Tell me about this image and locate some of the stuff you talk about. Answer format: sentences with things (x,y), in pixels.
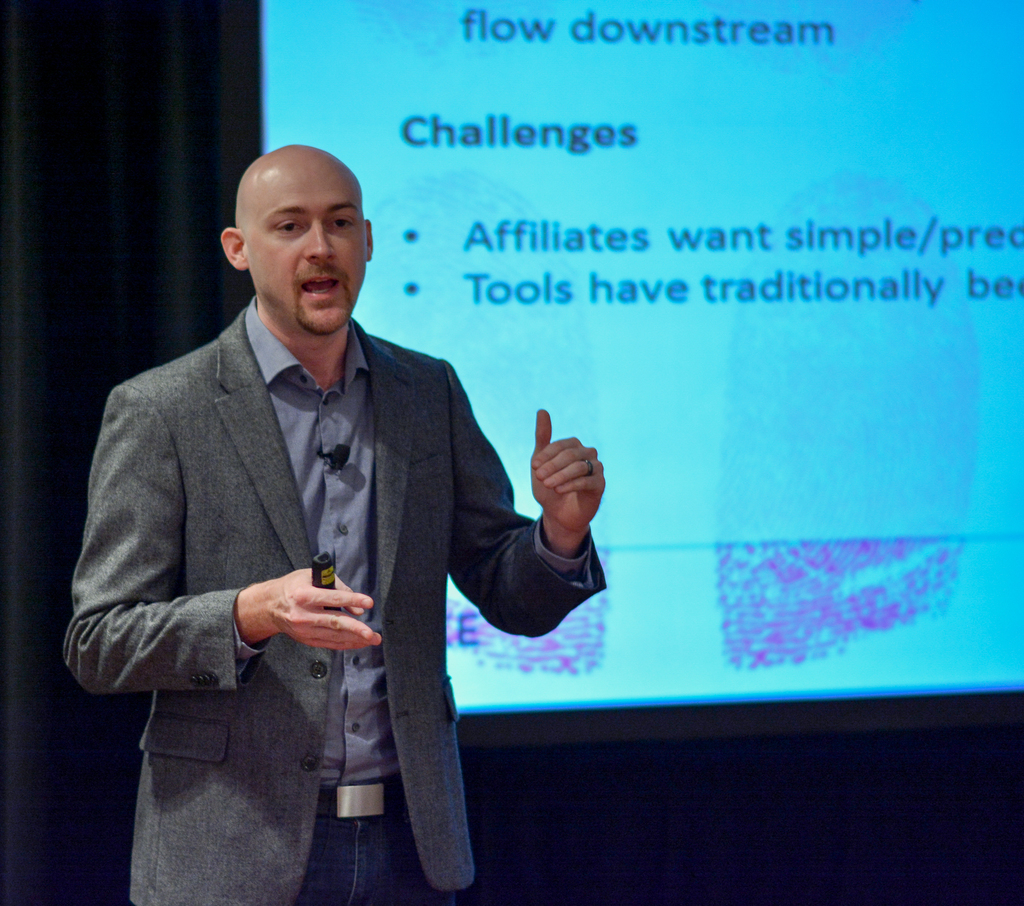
In this image, on the left side (92,572), we can see a man (150,555) standing, he is wearing a coat (514,626) and holding an object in his hand (245,609). We can see the projector screen (460,619) in the background (502,49).
